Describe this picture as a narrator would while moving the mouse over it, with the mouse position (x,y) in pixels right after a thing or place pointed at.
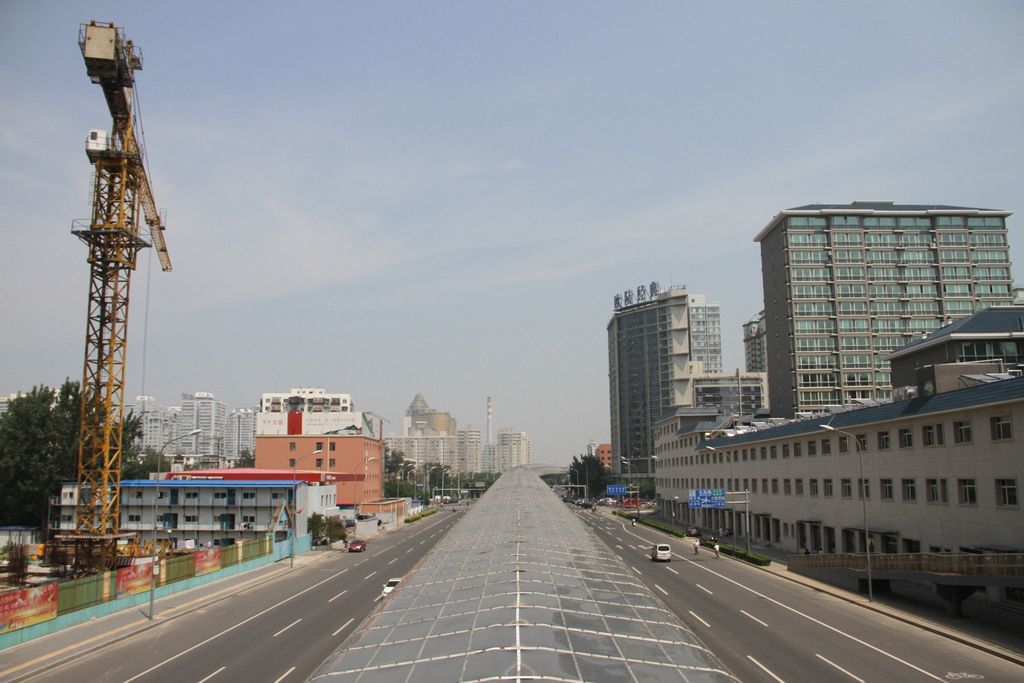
On the left (246,480) and right side of the image (1010,504) there are buildings (780,409), trees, poles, street lights (867,559) and on the left side (136,74) there is a metal structure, in the middle of the buildings (454,459) there are a few vehicles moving on the road (647,555) and a few people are walking. In the background (155,66) there is the sky (532,395).
